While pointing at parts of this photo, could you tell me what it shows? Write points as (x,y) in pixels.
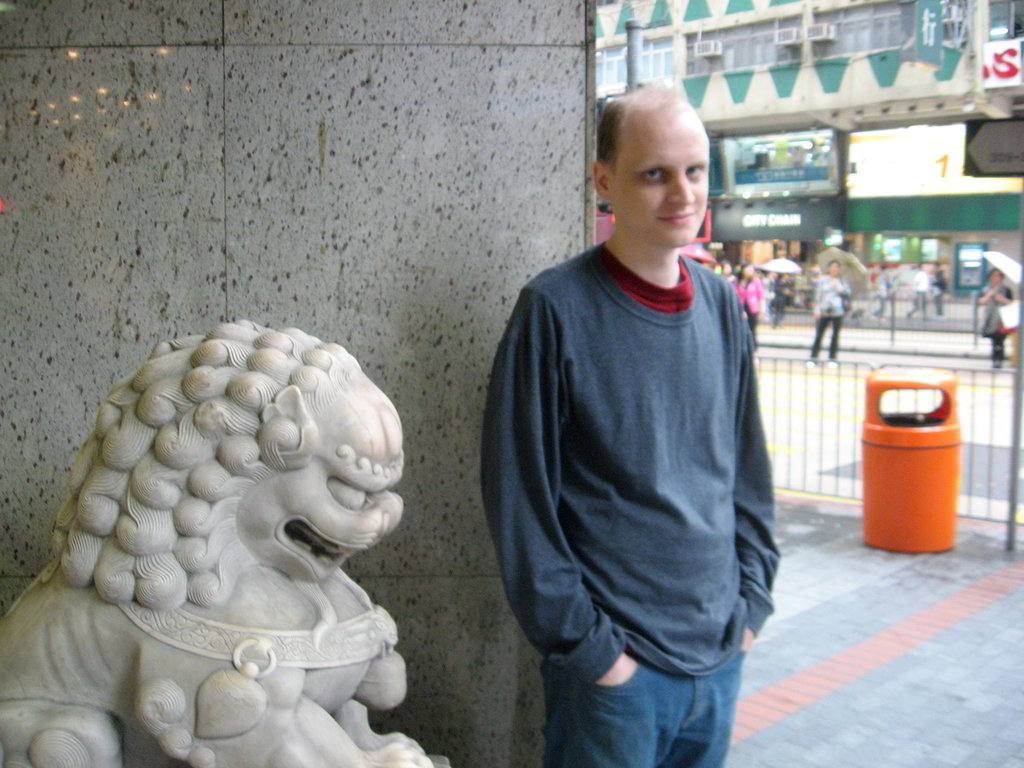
As we can see in the image there are buildings (701,46), banners (932,173), group of people (835,316), umbrellas (822,260), statue (342,491) and dustbin (924,443). The man (644,370) standing in the front (599,359) is wearing blue color t shirt (627,436).
